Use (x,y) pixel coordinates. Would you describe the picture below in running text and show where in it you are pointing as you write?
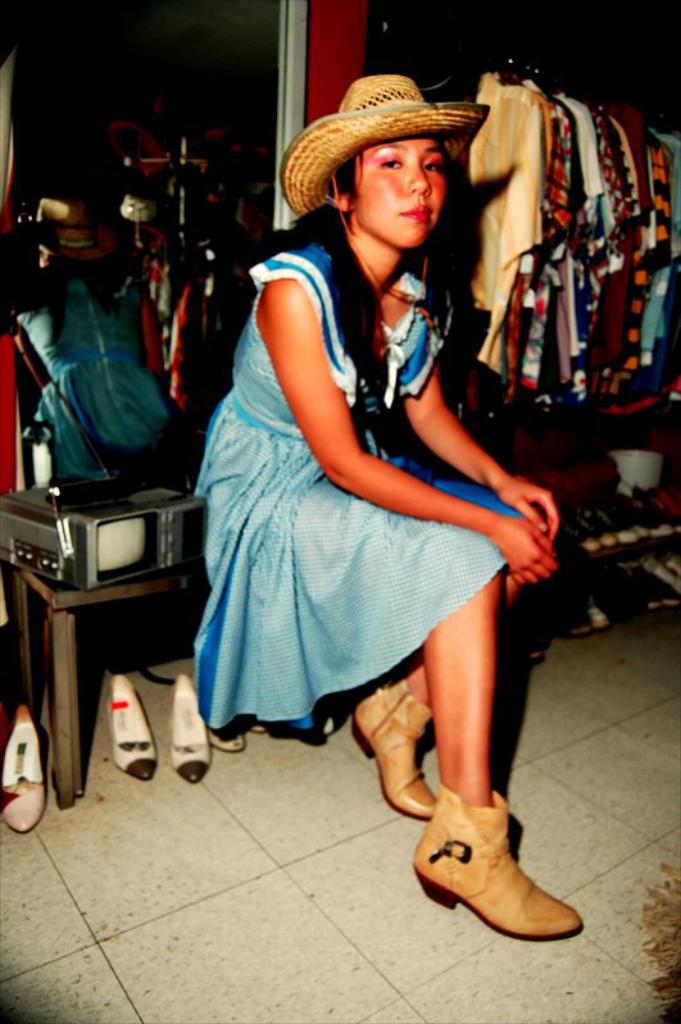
In this image we can see a person (299,506) sitting on a bench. Behind the person (293,364) we can see a mirror (203,308). In the mirror (126,308) we can see the reflection (145,301) of person (86,396) and clothes (185,266). In the top right (620,199), we can see a group of clothes (598,229). On the left side (18,543), we can see an object (113,549) on the table (86,591). Beside the table (73,604), we can see the footwear (19,772).
